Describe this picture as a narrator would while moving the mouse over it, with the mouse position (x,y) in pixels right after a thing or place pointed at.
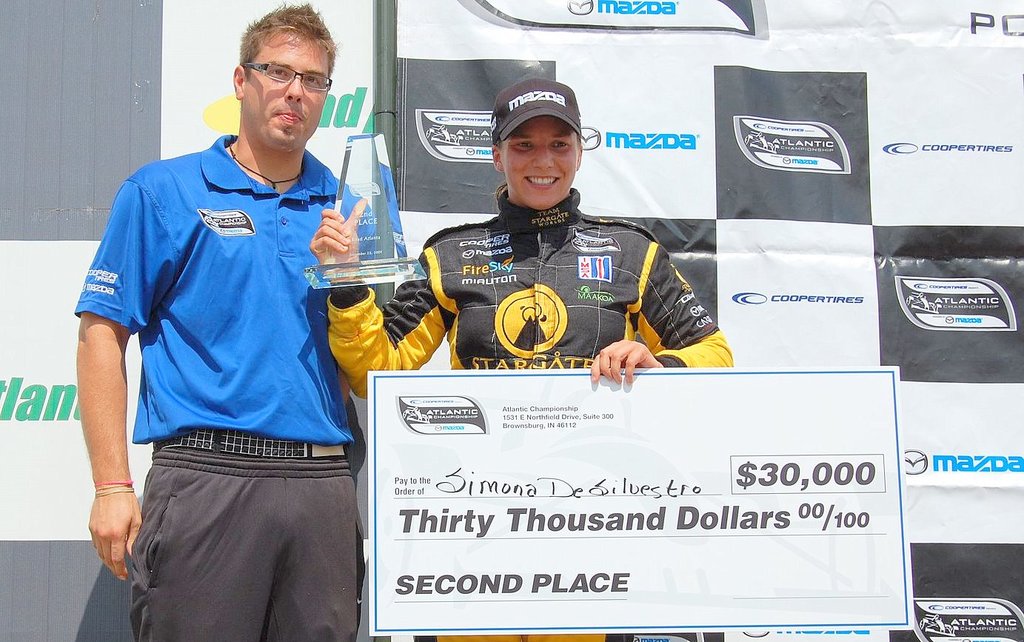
In this image there is one man (293,490) and one woman (563,234) standing, and a woman (474,247) is holding a board (802,492) and trophy (340,271). And in the background (1000,435) there are some boards (976,60), on the boards (674,38) there is text (1021,467) and in the center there is one pole (385,38).
